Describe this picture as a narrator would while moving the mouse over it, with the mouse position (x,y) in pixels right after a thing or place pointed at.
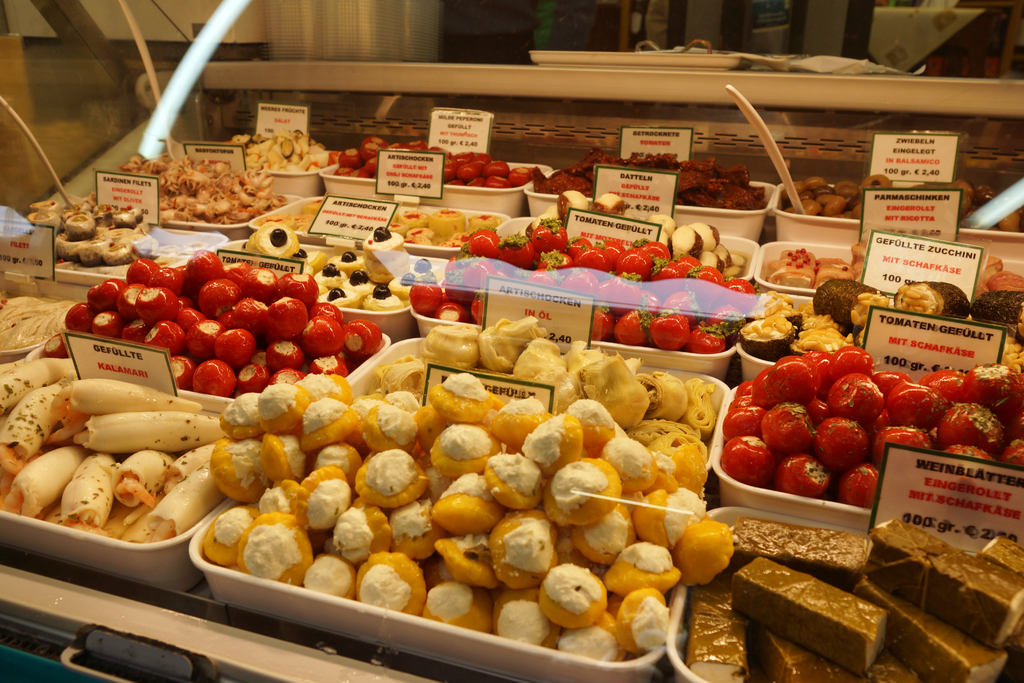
In this image there are many bowls (730,181), in that bowls (457,616) there are different foods (415,385).
